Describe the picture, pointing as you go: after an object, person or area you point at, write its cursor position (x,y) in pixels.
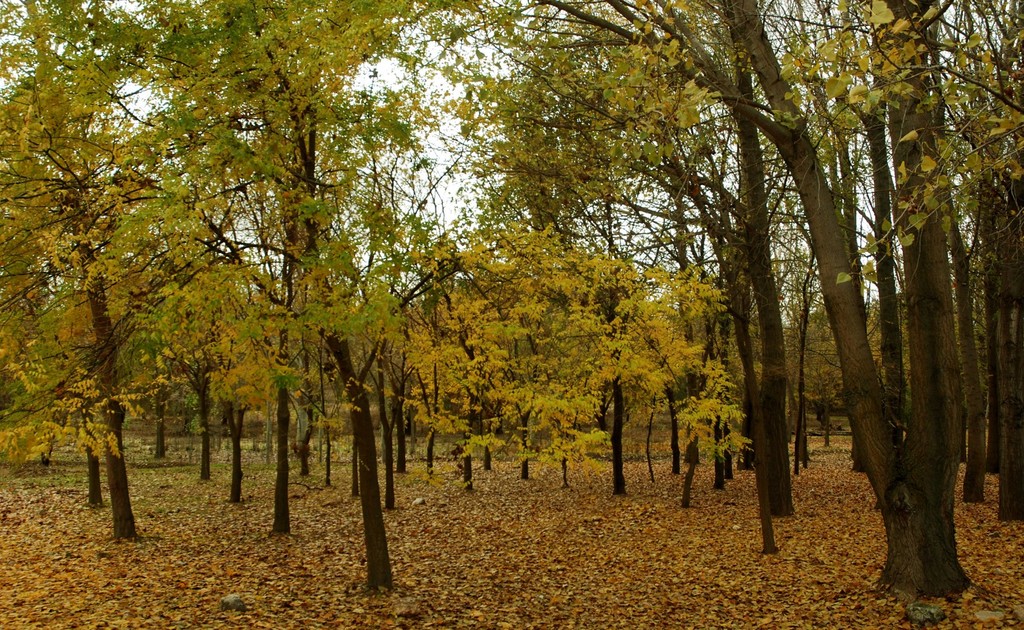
In this image we can see there are trees (468,372) and dry leaves (459,556) on the surface (678,560).
